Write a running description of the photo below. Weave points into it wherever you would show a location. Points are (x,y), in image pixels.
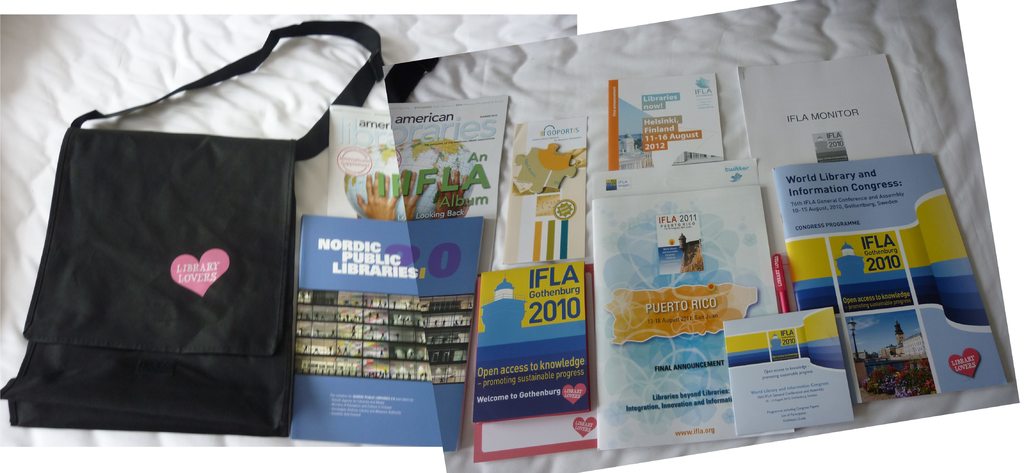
In the picture there is a bag (226,299) and some books (576,327) on a bed (228,42). On the bag (254,330) it was written library lovers.
